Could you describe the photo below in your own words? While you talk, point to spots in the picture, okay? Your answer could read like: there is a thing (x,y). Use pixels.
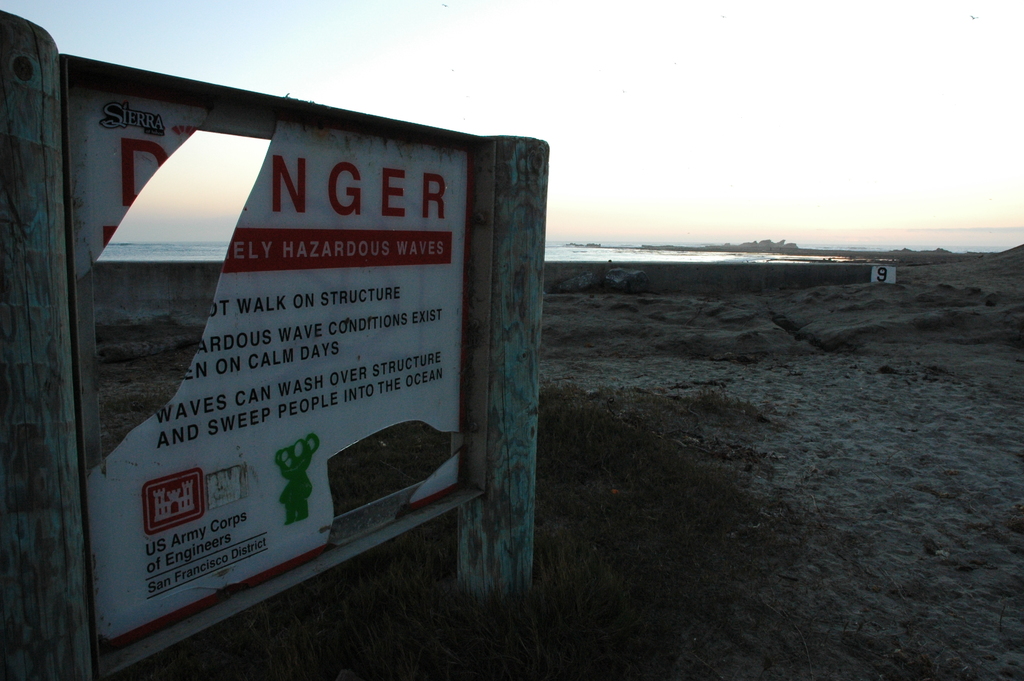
In this image we can see the warning board (358,306). In the background (740,87) we can see sky (637,92), ground (828,383) and grass (588,540).
